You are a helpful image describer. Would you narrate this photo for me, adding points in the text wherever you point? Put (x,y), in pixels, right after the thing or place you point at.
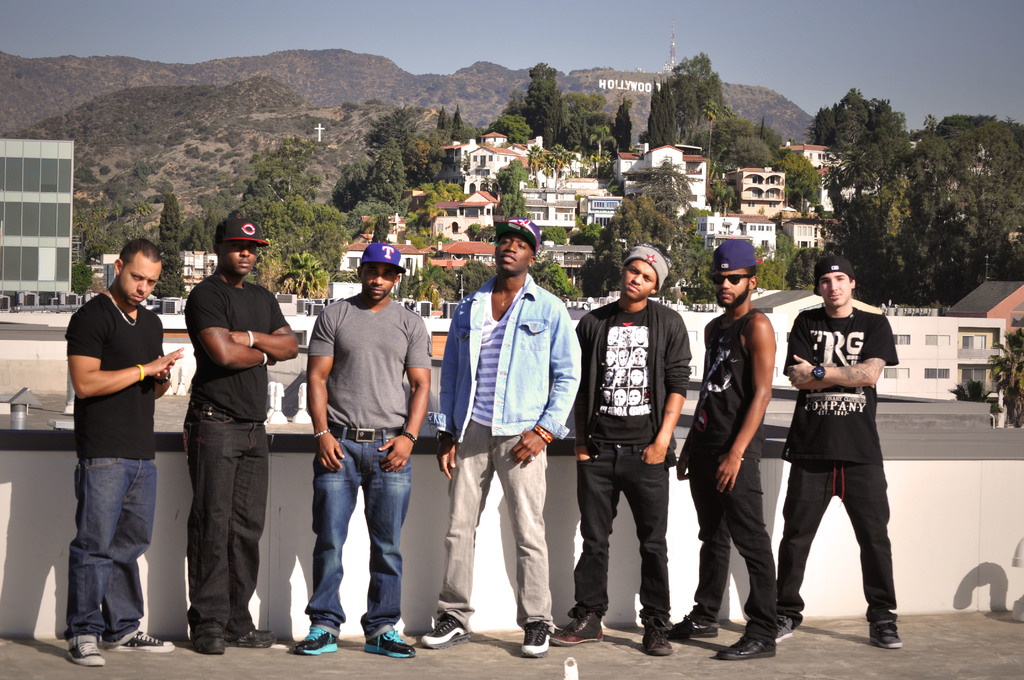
In this picture we can see group of people (595,462), they are standing and few people (720,287) wore caps (744,255), behind to them we can see few buildings (676,309), trees (690,270), hills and a tower (674,51).
